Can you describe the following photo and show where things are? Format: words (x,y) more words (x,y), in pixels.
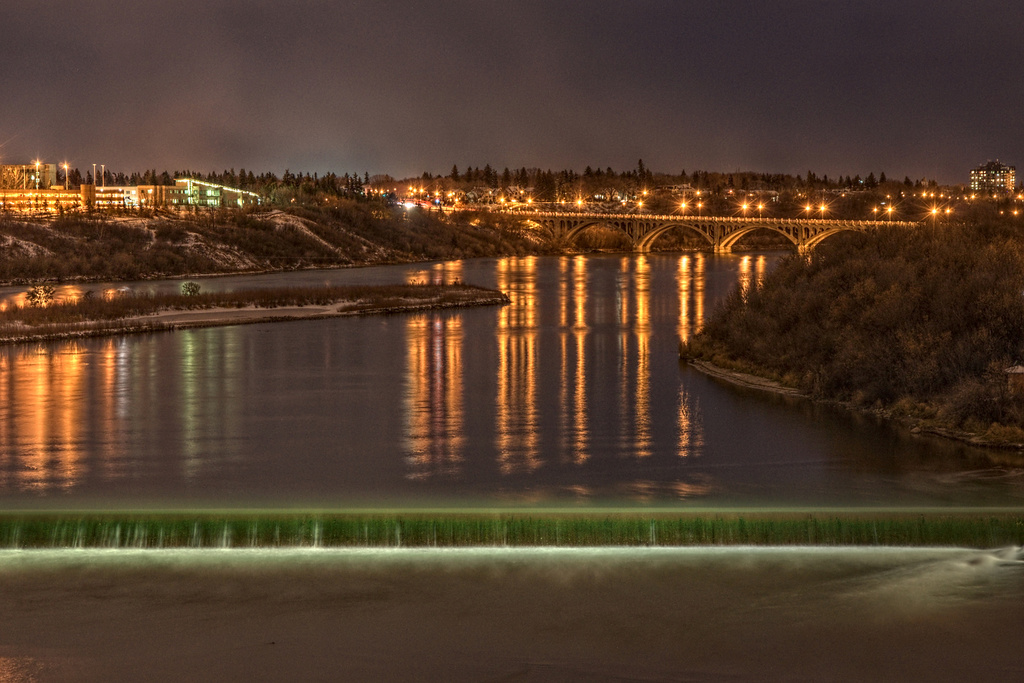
In this picture there are buildings (79,190) and trees (897,231) and there are lights poles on the bridge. At the top (633,91) there is sky (783,69). At the bottom (432,503) there is water (498,440) and there are plants (945,365).
